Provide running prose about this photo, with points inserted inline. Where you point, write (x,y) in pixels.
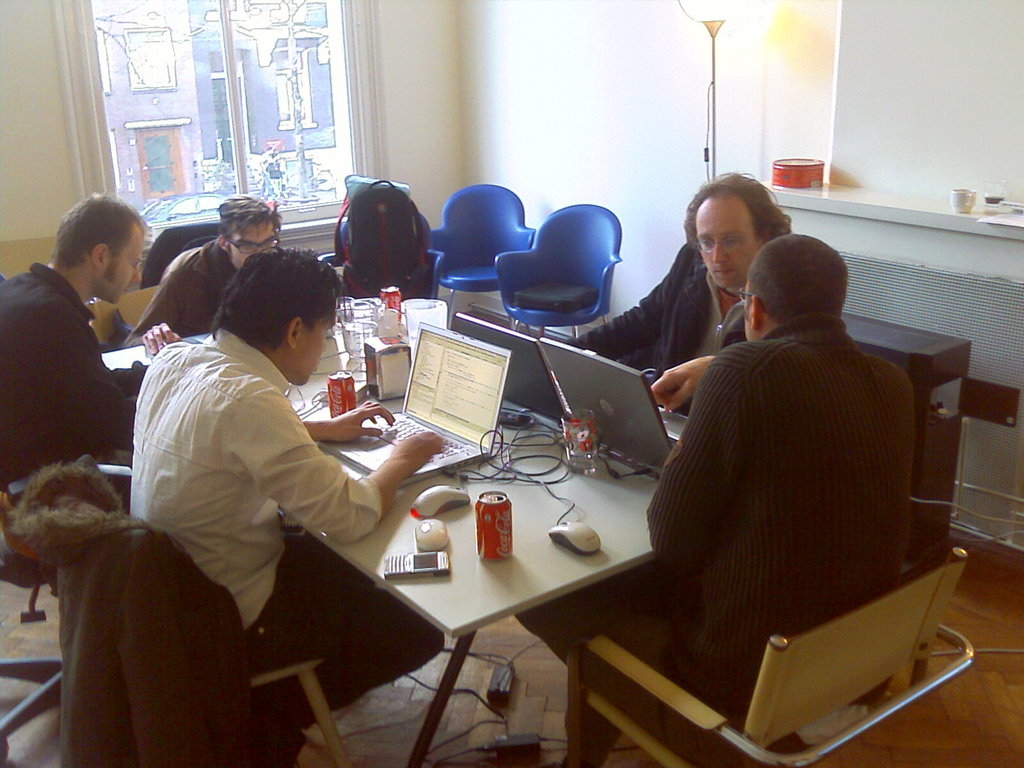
In this image there are group of people (237,216) sitting in chair (926,642) near the table (463,553), and in table (453,563) there is tin (479,513), mobile (439,565), mouse (434,498), laptop (475,454), cables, glass (574,449) and in back ground (354,264) there is back pack (354,274), lamp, window (329,36), building (206,119), pole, car (174,207).
